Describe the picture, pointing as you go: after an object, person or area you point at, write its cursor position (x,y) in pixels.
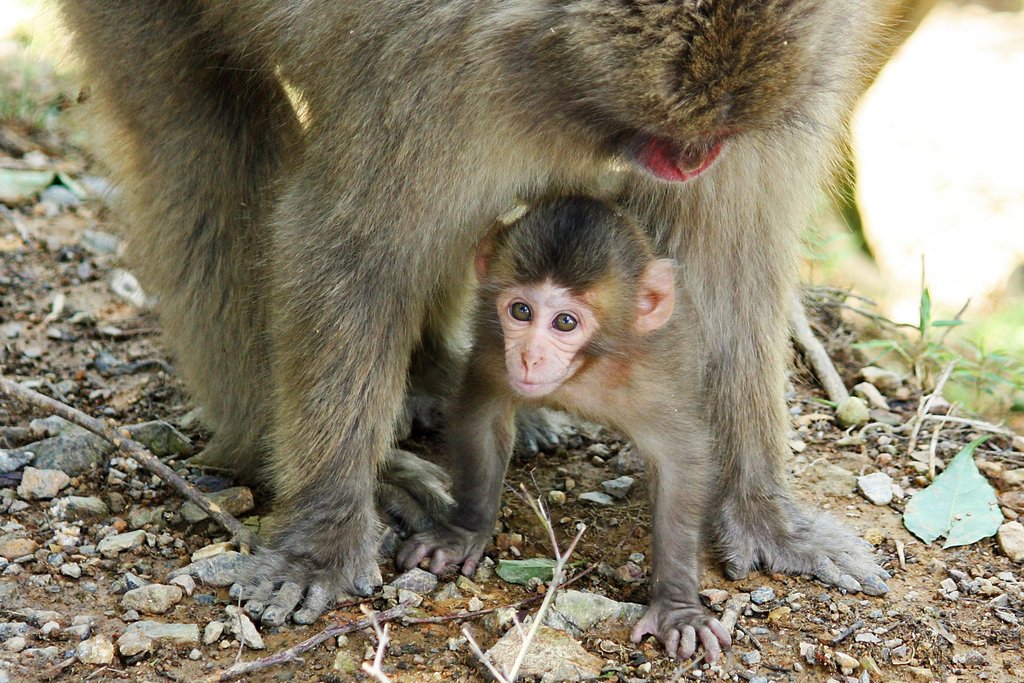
In this image I can see two monkeys (427,286) which are in grey, cream and brown color. To the side of these monkeys (758,486) I can see stones (596,603), sticks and the grass (912,364).
